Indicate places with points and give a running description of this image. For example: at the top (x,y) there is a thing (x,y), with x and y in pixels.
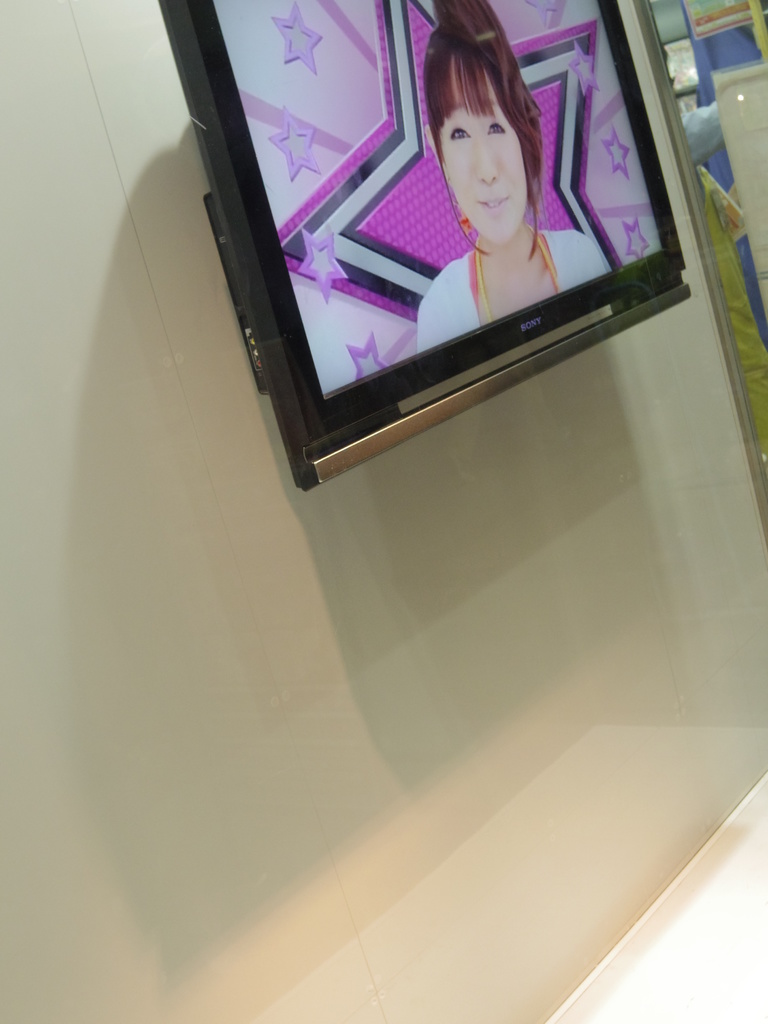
In this picture we can see a television (377,402) on the wall (324,694) and in the background (751,270) we can see some objects (717,18).
